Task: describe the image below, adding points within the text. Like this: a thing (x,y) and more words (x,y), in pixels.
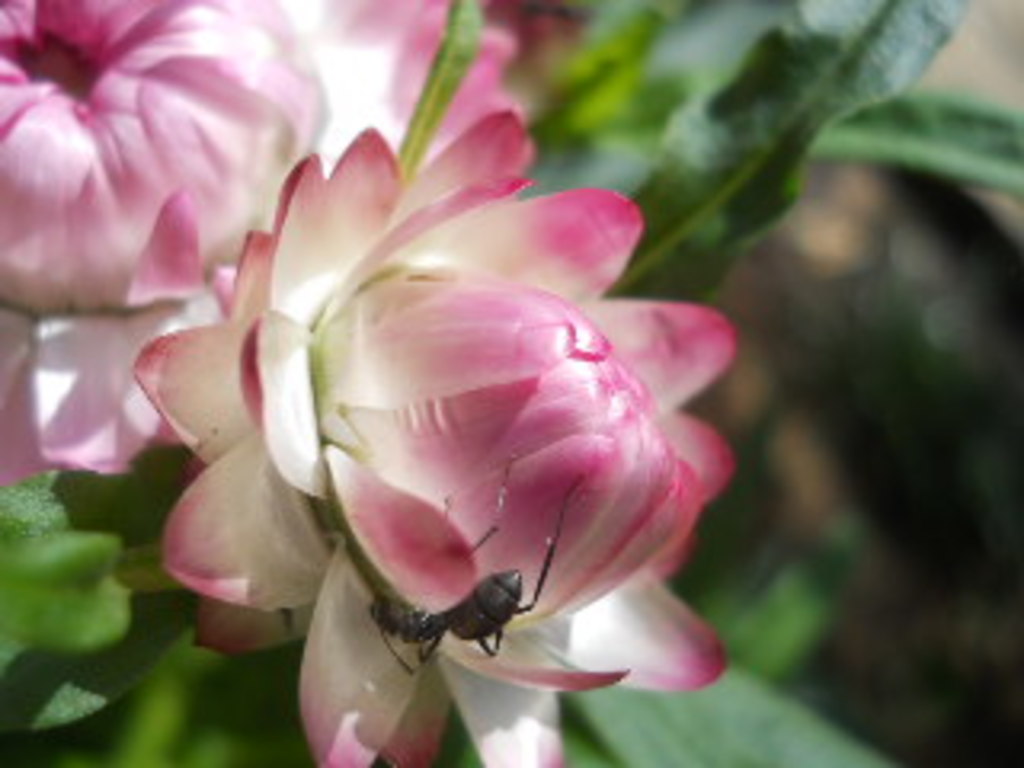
In this image I can see the flowers (366,364) to the plants (499,280). These flowers (412,338) are in white and pink color. I can see an insect (420,626) on the flower (281,322).
